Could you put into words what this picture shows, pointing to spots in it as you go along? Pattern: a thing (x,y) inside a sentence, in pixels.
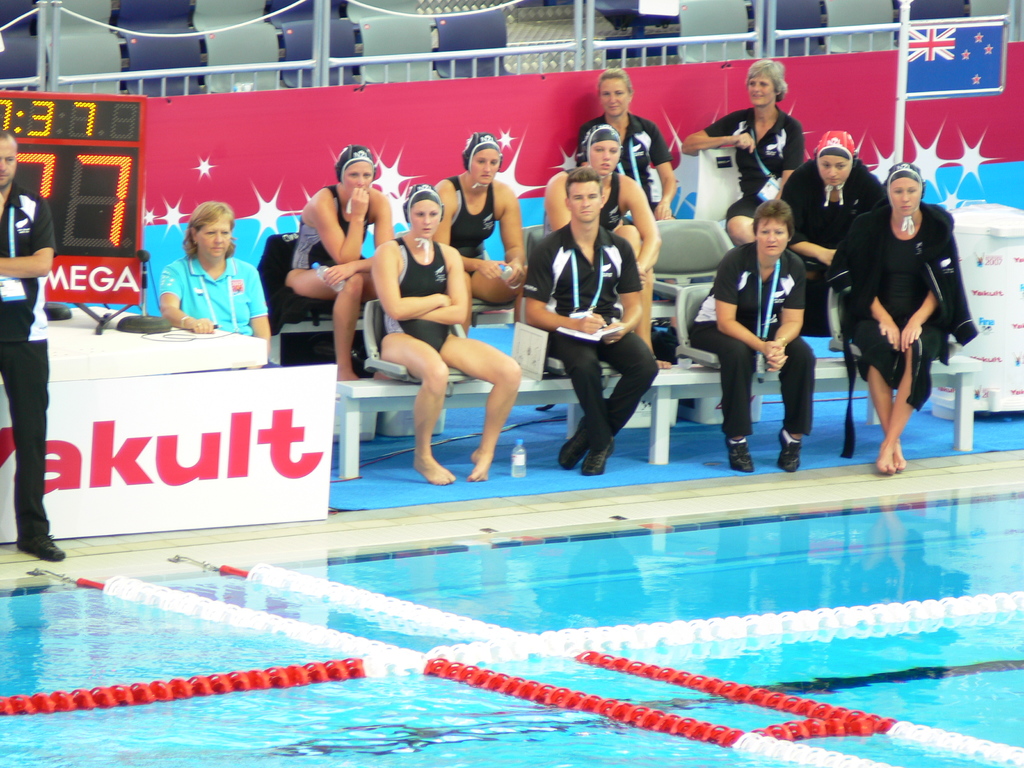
In this image in the front (455,655) there is swimming pool (559,615). In the center (452,260) there are persons (500,220) sitting and standing and there are empty chairs (927,14) in the background (628,38), there is a flag (964,65) and there is a railing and there is a board (74,194) with some numbers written on it and there is some text (73,284) written on the banners (194,387).
